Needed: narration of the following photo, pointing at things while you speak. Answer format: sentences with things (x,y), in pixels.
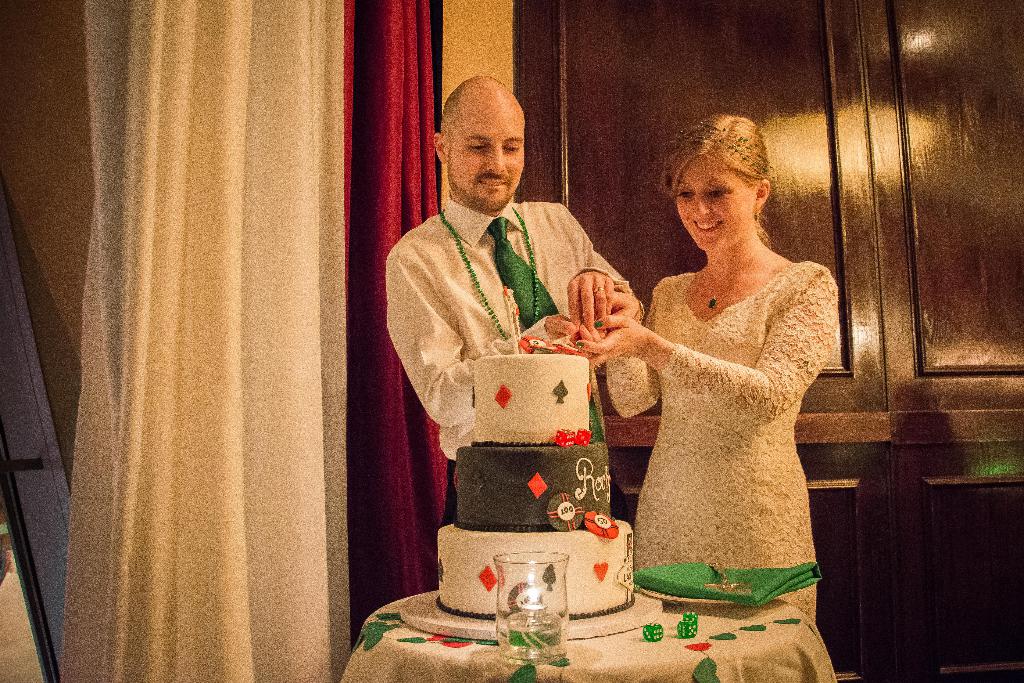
There is one man (470,243) and a woman (832,326) standing and holding an object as we can see in the middle of this image (540,273). There is a cake (503,481), glass (531,616) and other objects (673,593) are present on the surface (601,647) which is at the bottom of this image (557,633). We can see a wall (781,175) and curtains (288,187) in the background (308,171).
